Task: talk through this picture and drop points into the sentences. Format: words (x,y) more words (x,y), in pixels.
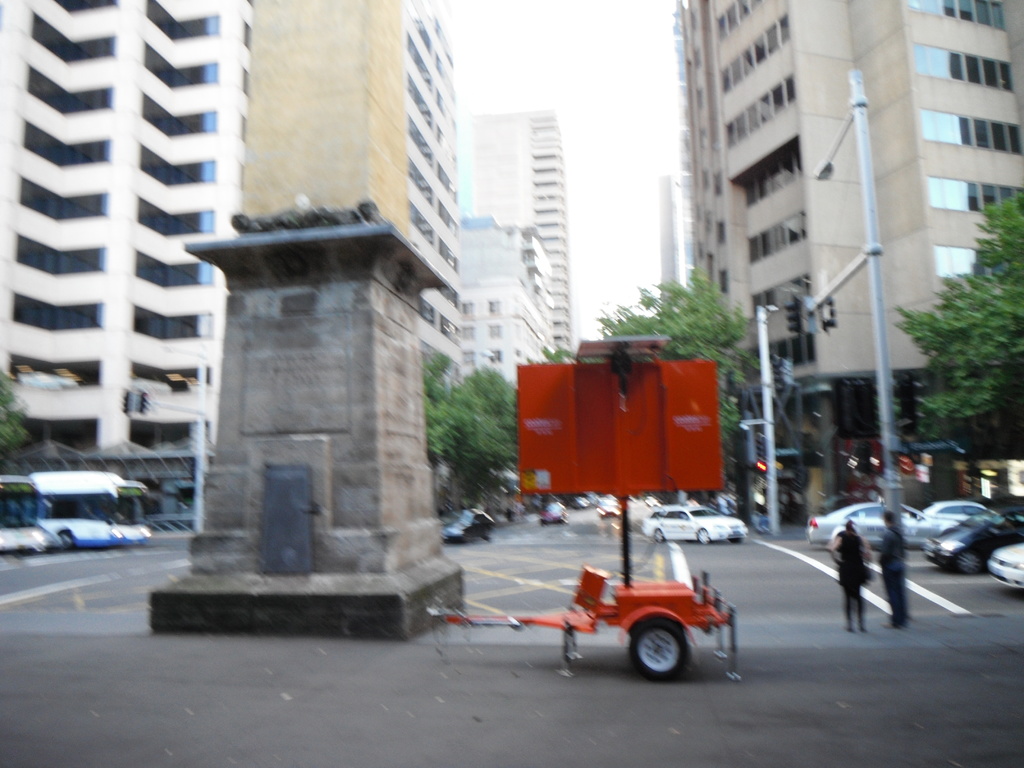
In the center of the image (470,302) there are buildings (831,375). On the left (182,590) there is a pedestal (214,584). On the right (975,562) there are cars (975,562) on the road (939,586). We can see two people (848,524) standing. There are poles (772,498). We can see trees (458,410). At the top (626,99) there is sky (614,151).
